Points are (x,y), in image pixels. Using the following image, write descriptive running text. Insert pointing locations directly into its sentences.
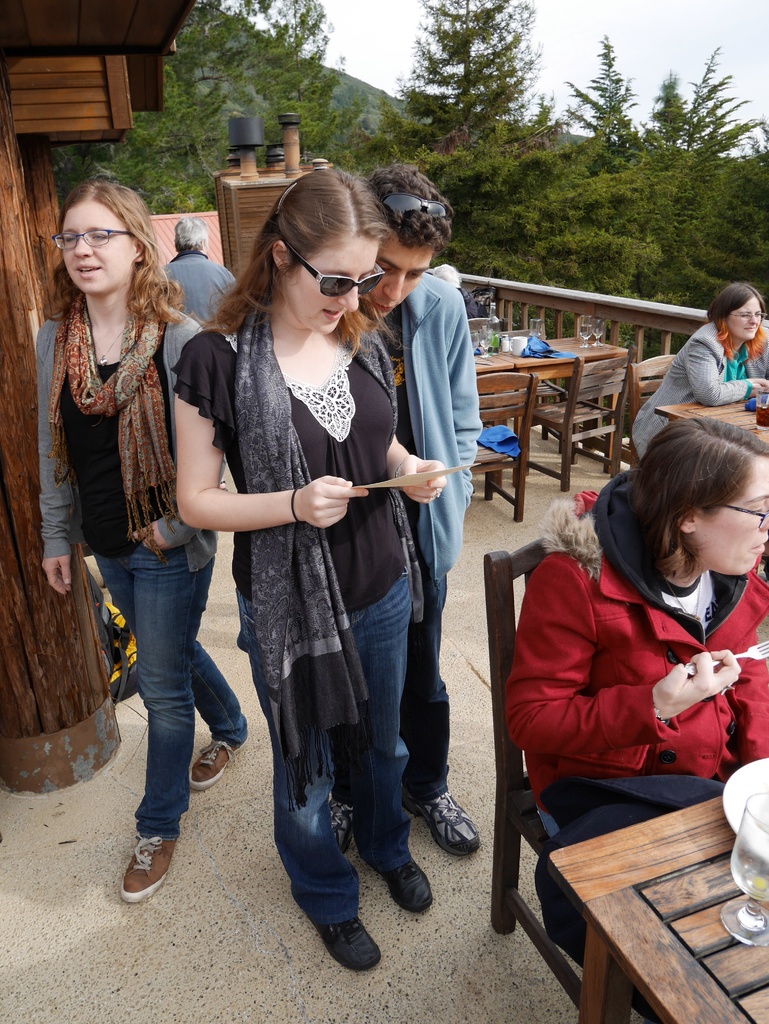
In this image there are group of people (188,225), few are standing and two are sitting. There are glasses (766,880), plates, cups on the table (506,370). At the back (599,198) there are tables (564,342), chairs (543,433), trees (621,195). At the top (383,37) there is a sky (379,35).
